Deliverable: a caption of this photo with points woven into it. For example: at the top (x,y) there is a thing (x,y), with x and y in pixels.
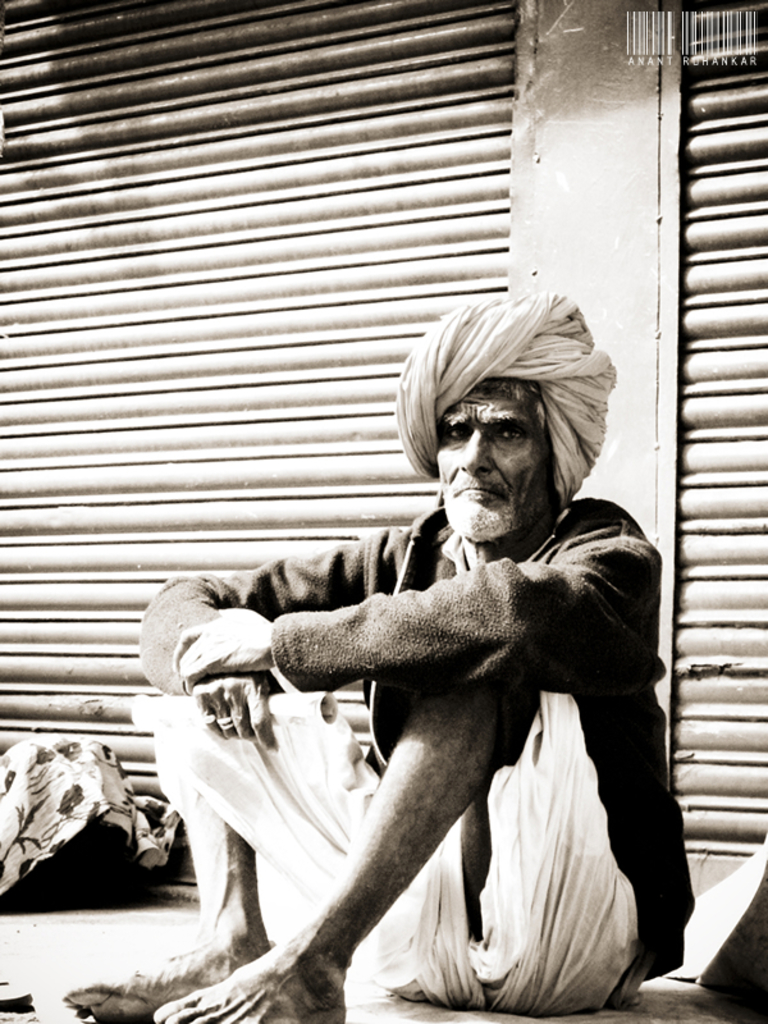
This is a black and white image, in this image there is a man (493,701) sitting on a footpath (659,1003), in the background (9,52) there is a shutter (754,736).
